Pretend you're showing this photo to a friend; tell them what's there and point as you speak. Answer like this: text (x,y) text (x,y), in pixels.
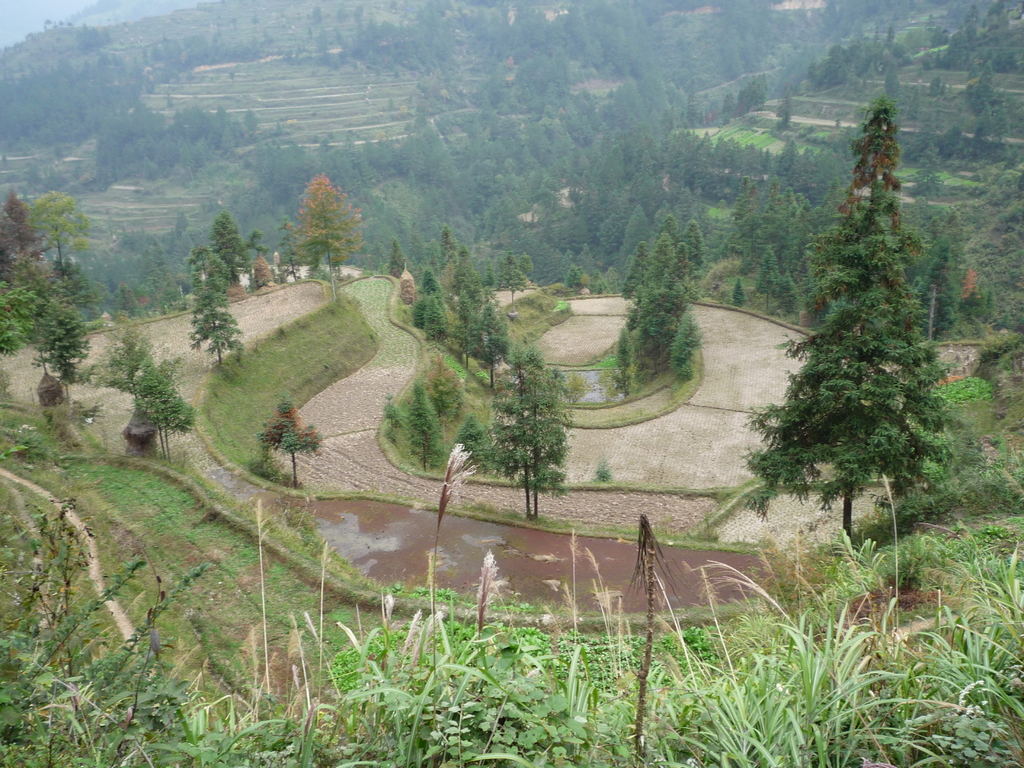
In this picture we can see trees (666,258) and grass (797,552), in the top left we can see the sky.
